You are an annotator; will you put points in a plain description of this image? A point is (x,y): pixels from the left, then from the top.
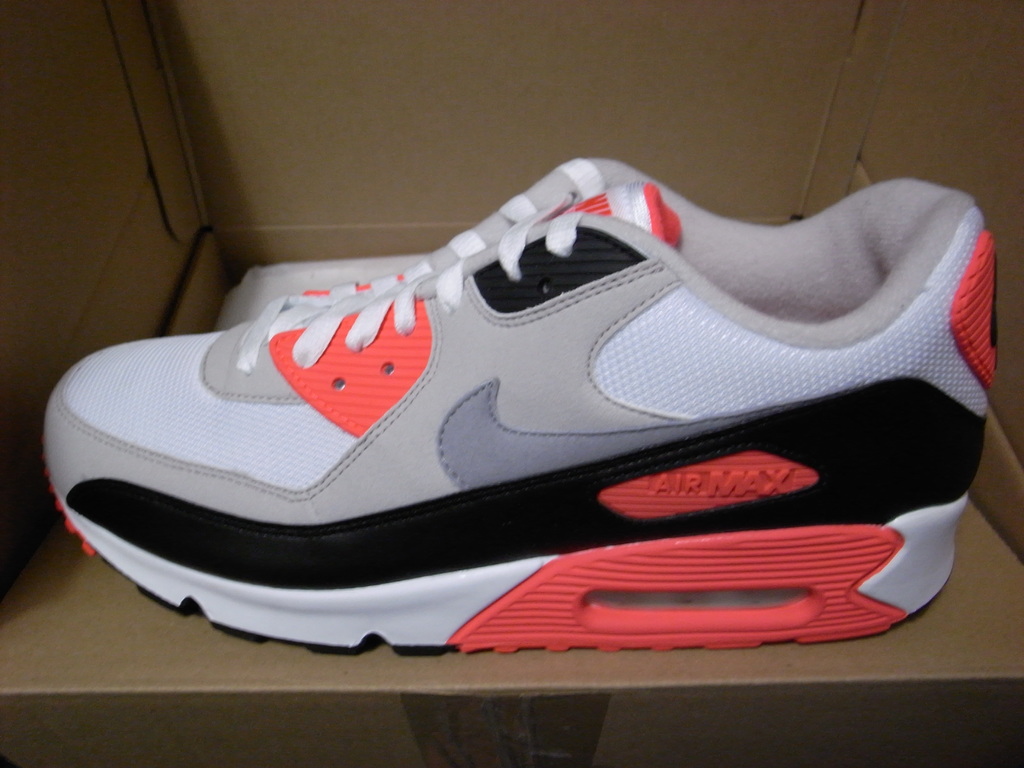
In this image there is a shoe (584,519) inside a box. The shoe (293,506) consists of orange, black, grey and white colors.
